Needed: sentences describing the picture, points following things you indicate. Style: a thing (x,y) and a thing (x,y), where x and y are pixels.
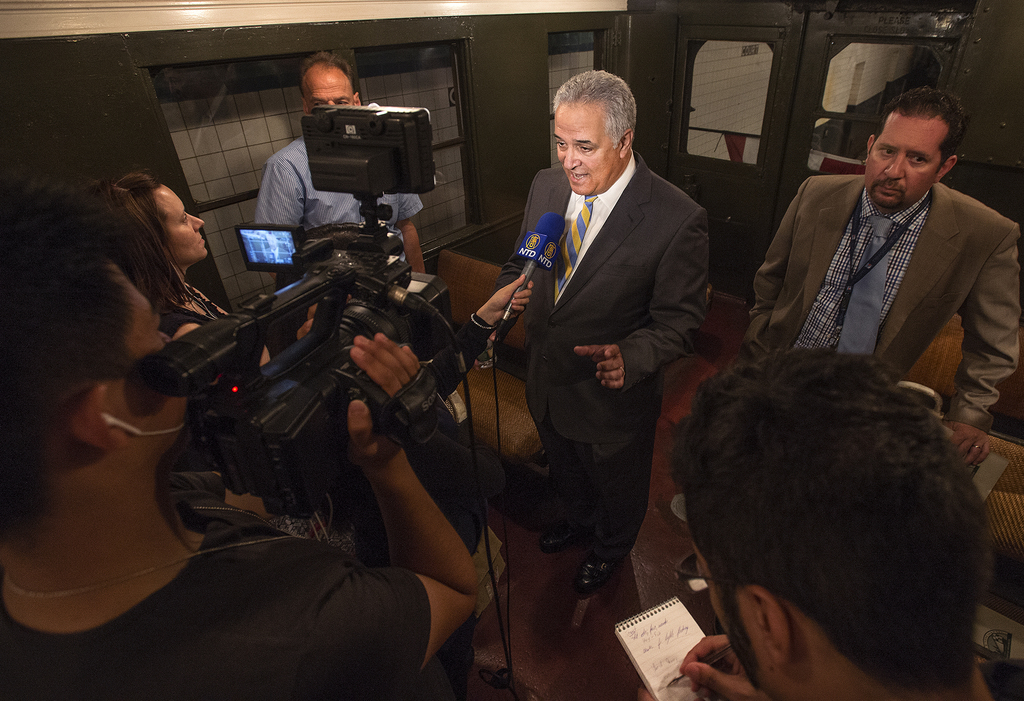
In this image in the middle (566,251) there is a man (576,228), he wears a suit (614,244), shirt (582,258), tie (576,228), trouser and shoes (591,578). On the right (839,326) there is a man (890,280), he wears a suit (966,259), shirt (912,250), tie (882,294). At the bottom (236,604) there is a man (123,499), he wears a t shirt (188,590), he is holding a camera (341,343). On the left (180,249) there is a woman (184,255) and a man (332,203). In the background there is a window (432,99), door (774,58) and floor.
